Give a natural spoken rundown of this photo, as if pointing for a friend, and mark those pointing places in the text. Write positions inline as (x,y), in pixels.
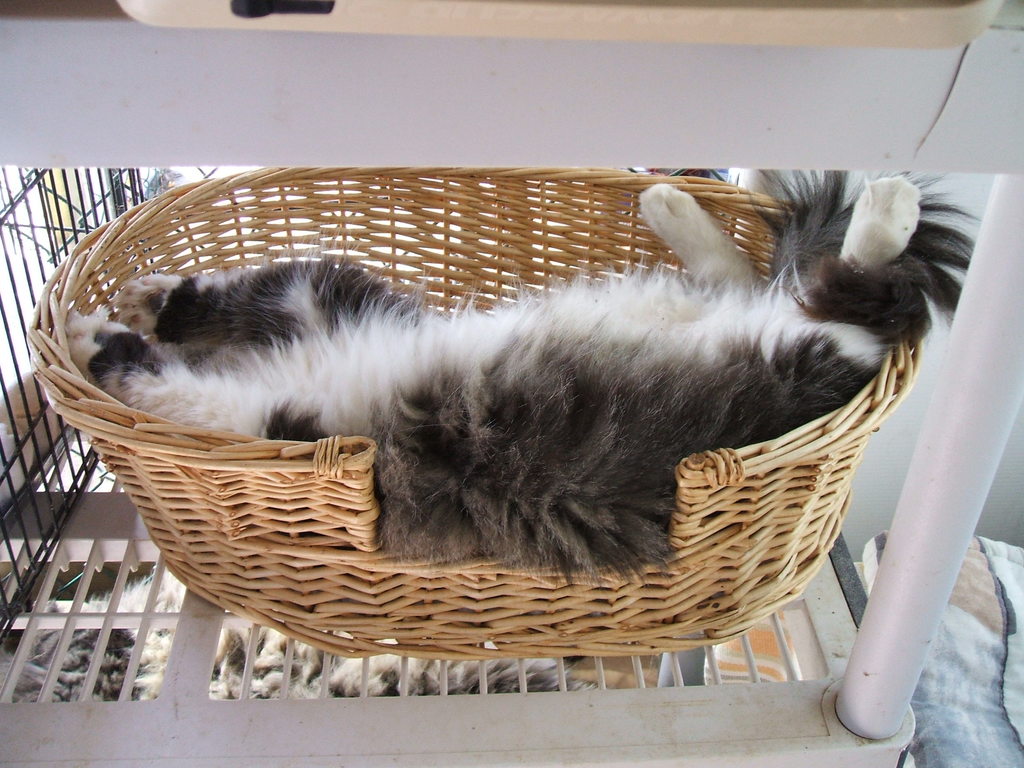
In this image I can see animal (518,349) is in the basket (534,618), it is in black and white color.
